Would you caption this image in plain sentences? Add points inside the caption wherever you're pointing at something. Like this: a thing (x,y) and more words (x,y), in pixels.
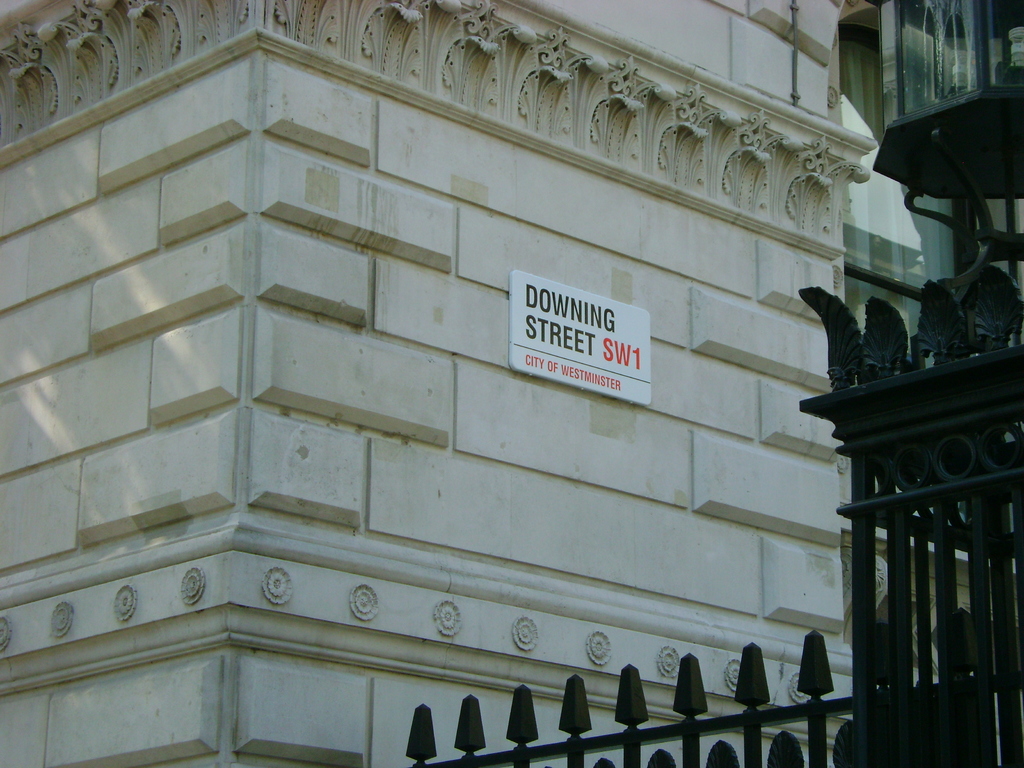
In the foreground of this image (745,655), on the bottom (804,719) and on the right (980,598), there is a black color railing (838,711) like an object (903,541). In the background (608,216), there is a wall (464,208) of a building (623,176) and a name board (634,356) on it with text as "DOWNING STREET SW1".
